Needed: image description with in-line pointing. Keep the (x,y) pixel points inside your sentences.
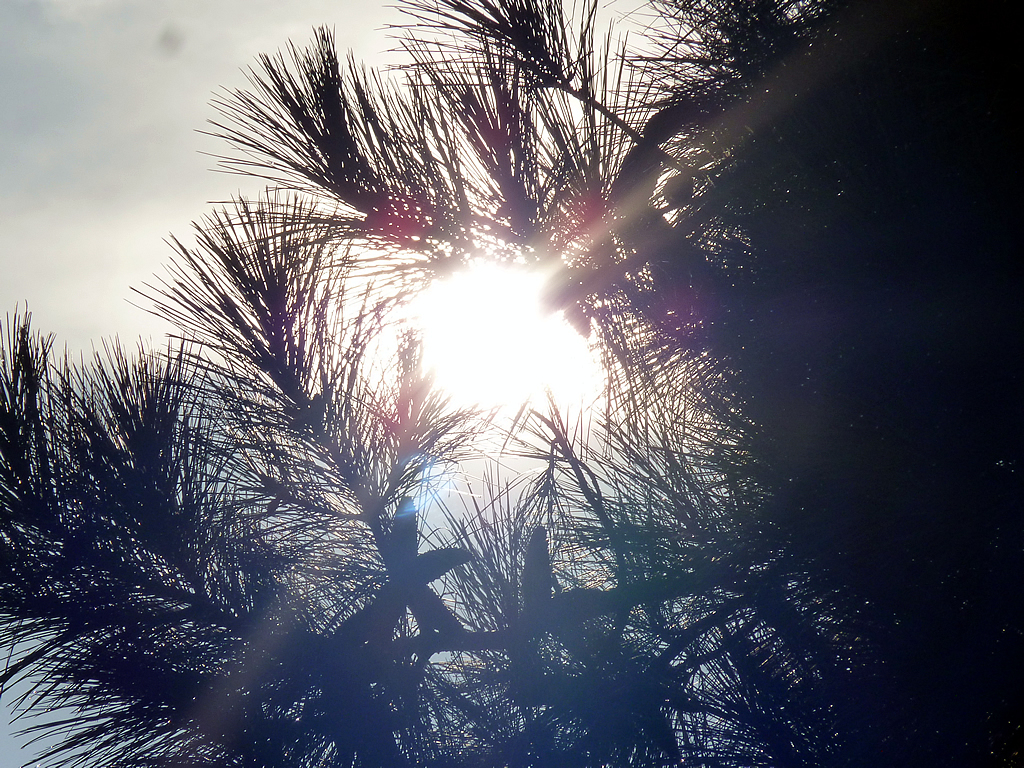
In this image I can see the sun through the tree branches (671,221). I can see the sky (212,125) in the top left corner (103,90). I can see the tree (934,695) in the right bottom corner (953,695). I can see the sun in the center of the image (557,395).
